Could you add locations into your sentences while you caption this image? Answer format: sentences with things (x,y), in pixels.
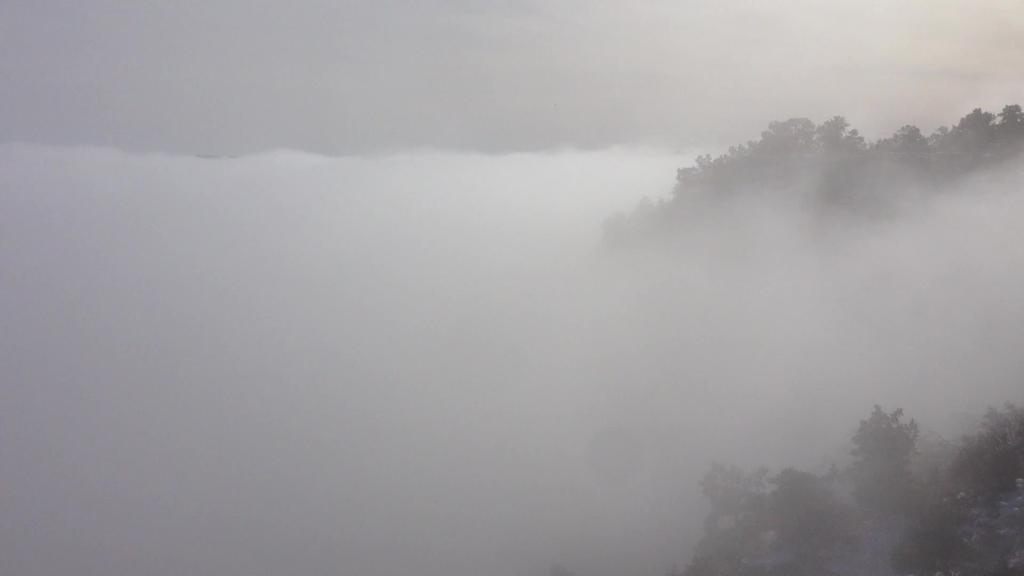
In this image we can see fog (742,353). On the right (769,512) there are trees (783,505).
